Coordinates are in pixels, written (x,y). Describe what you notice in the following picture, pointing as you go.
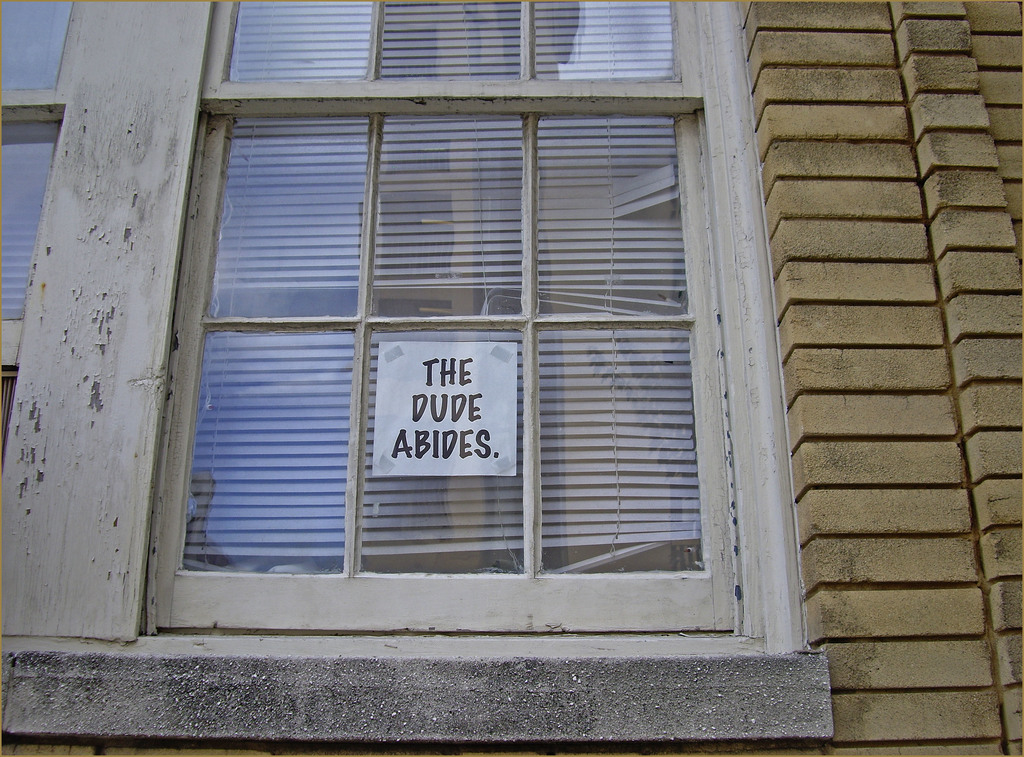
In this image I can see a building (784,313) which is cream and black in color. I can see the window (317,610) of the building (953,145) which is white in color. I can see a paper (481,350) which is white in color attached to the window (356,434) and the window blind (437,336).
